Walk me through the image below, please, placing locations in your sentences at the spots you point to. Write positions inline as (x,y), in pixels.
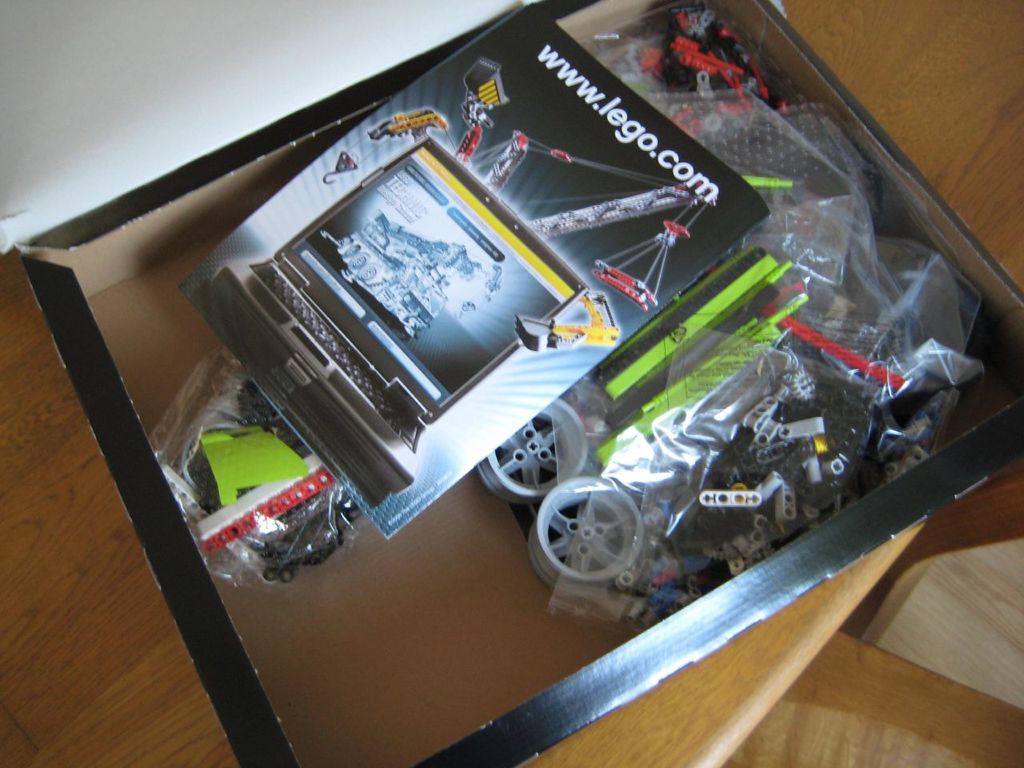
In the center of the image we can see one wooden object (96,761). On that object (99,712), we can see a box (871,138) and one paper (513,266) with some objects (474,246) and some text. In the box (525,546), we can see toys (679,305). At the bottom right side of the image (910,708), we can see one wooden object (806,714). In the background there is a wooden surface (838,735).
